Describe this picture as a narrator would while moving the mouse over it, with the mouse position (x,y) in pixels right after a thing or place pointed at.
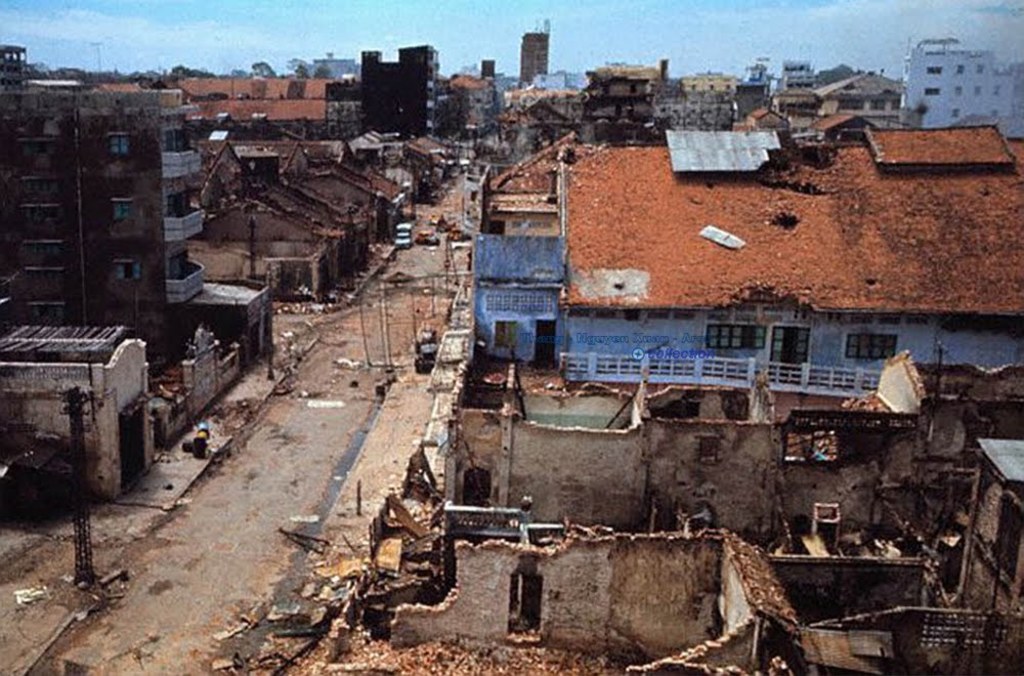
In this image we can see buildings (300,277) with windows (37,275) and doors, there are some vehicles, poles (80,396) and other objects (270,366) on the road (203,504), in the background (71,65) we can see a sky (461,1).
